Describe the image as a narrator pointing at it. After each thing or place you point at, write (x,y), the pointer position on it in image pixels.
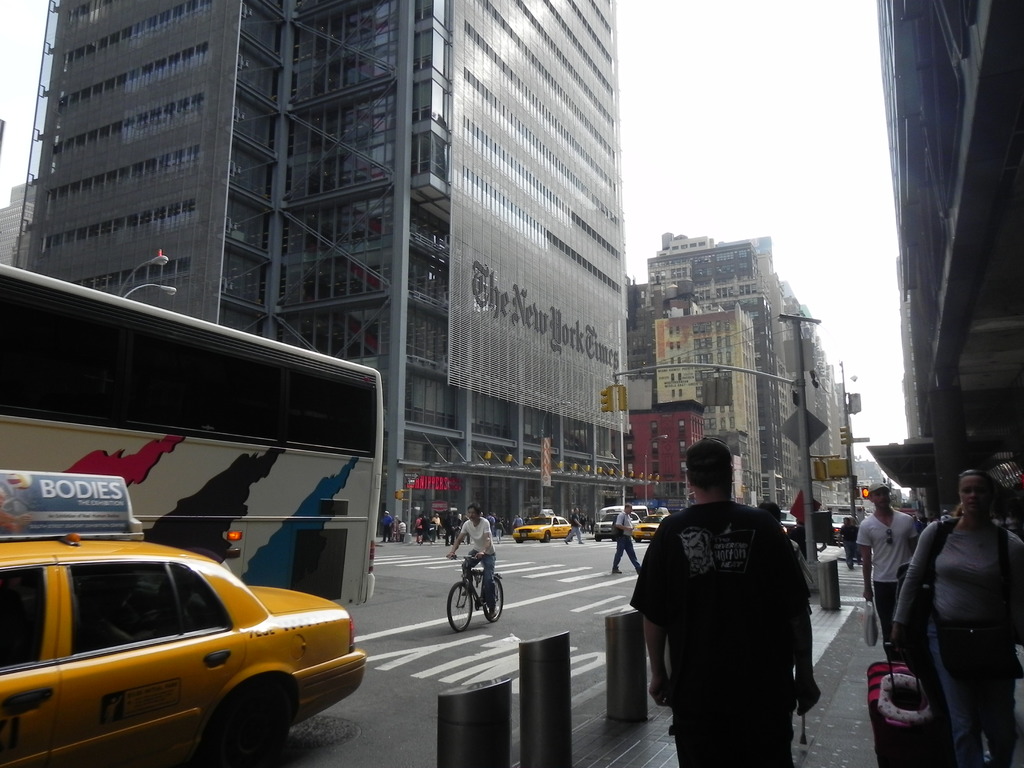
In this image we can see there are buildings (571,213), street lights (542,488), traffic lights (622,393) and iron rods (546,696). And there are vehicles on the road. We can see there are a few people (432,519) walking and holding the bag (949,655) and there is the person (489,592) riding bicycle (497,606). And at the top (779,190) we can see the sky (745,135).
